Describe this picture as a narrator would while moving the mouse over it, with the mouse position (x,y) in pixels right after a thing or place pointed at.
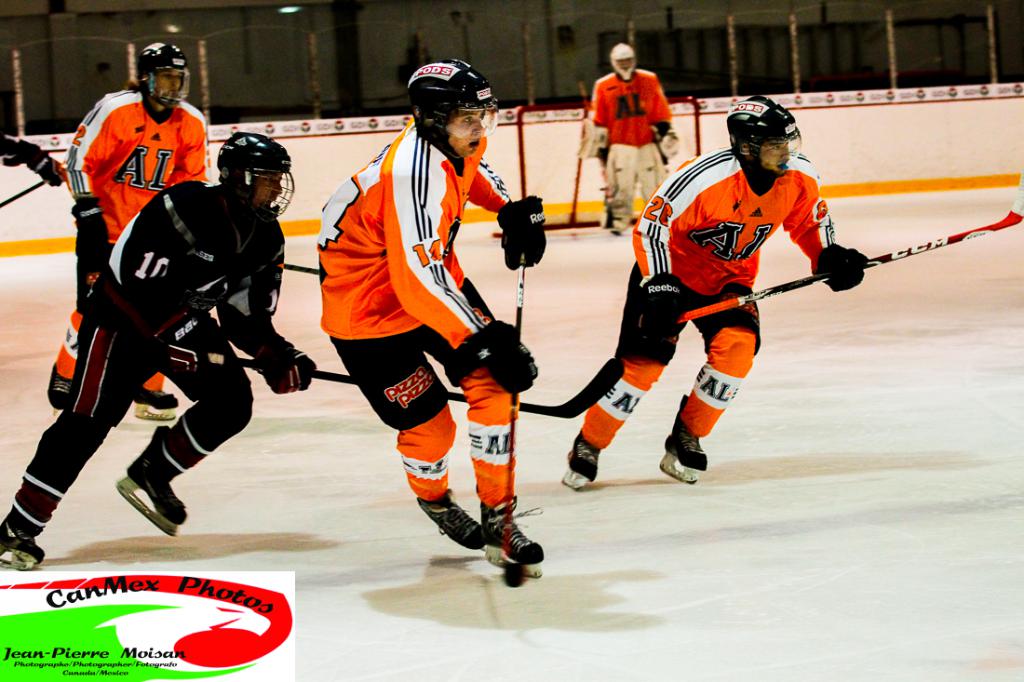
In this picture I can see group of people (424,407) playing a ice hockey game with the hockey sticks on the ice (604,501), and in the background (545,183) there is a hockey net (671,102), iron rods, and there is a watermark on the image.
